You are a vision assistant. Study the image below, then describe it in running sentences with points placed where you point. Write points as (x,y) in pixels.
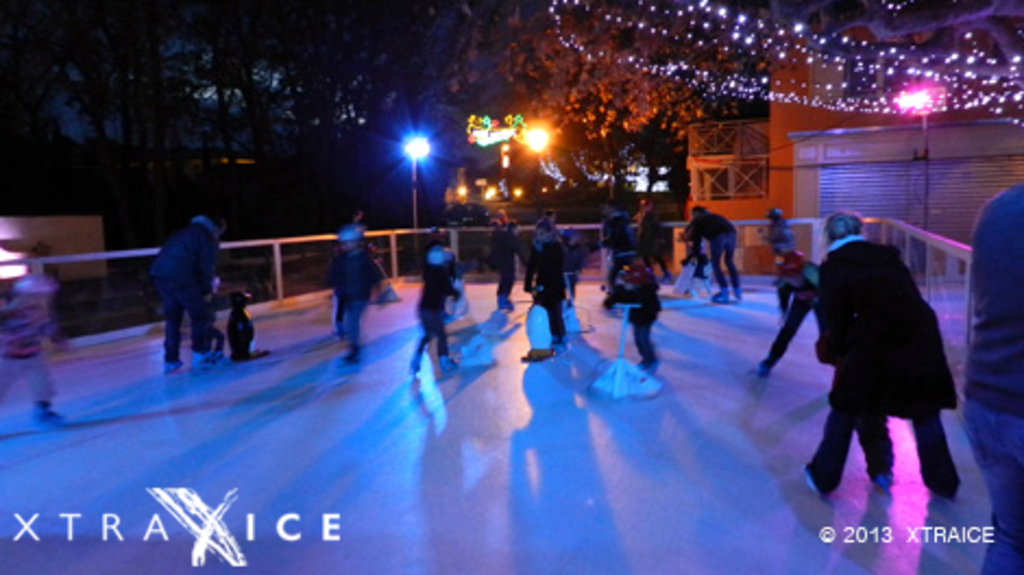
In this image I can see few people (766,373) with the dresses (547,264) and the ice-skates (813,481). In the background (571,207) I can see the lights (641,186), buildings (780,162) and many trees (492,74).
